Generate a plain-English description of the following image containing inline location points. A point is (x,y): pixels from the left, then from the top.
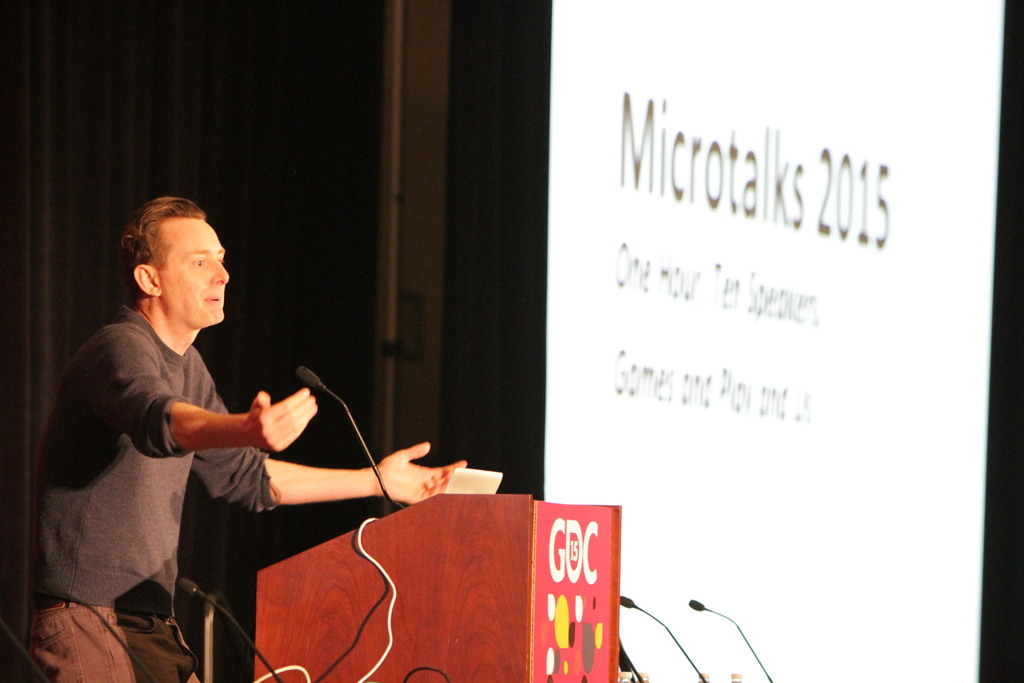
In this picture we can see a man (76,483) standing and in front of him we can see a podium (434,552), mics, cables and in the background (727,298) we can see a screen (650,282) and some objects (482,492).
